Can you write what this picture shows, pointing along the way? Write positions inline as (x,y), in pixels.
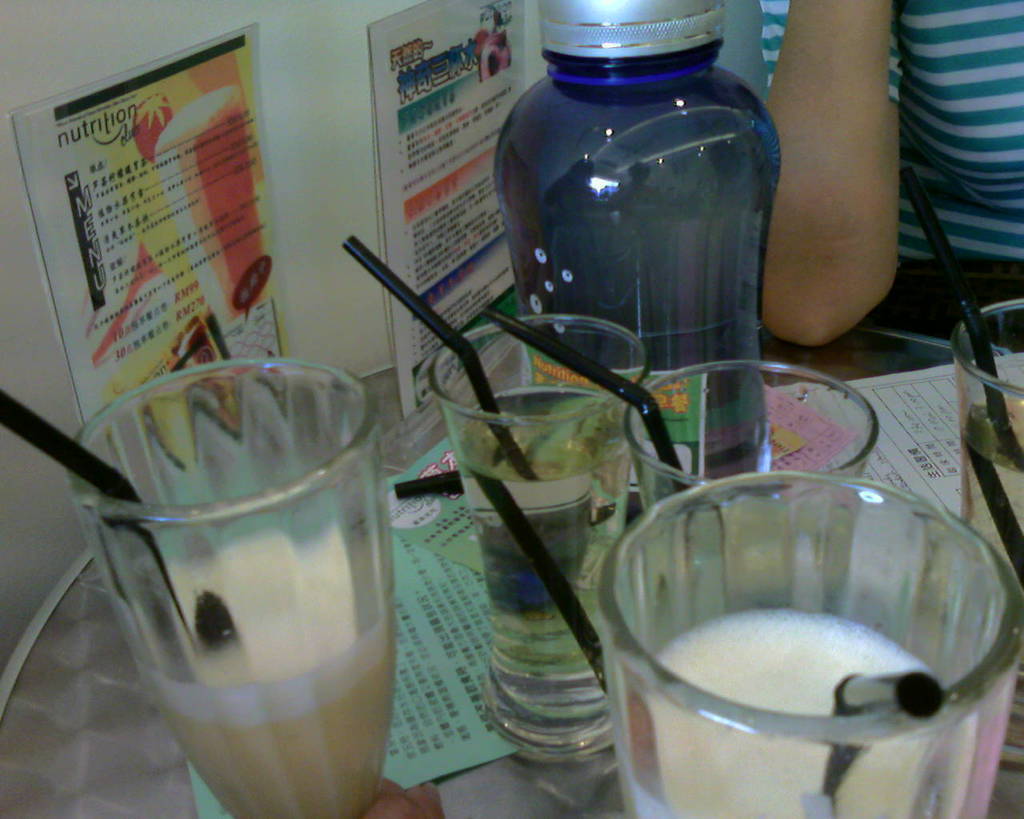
On the table (130,710) we have glass (550,607), bottle (687,220), paper (911,445) and on the wall (323,203) posters (412,115), person (948,149) sitting.
